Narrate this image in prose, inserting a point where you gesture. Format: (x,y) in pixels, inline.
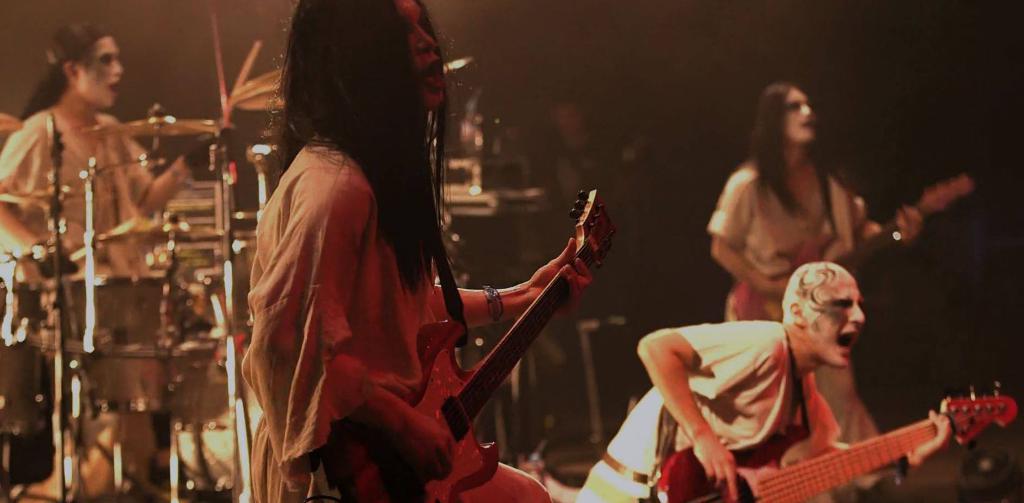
In this image I see few persons (104,85) who are holding the musical instruments (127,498).
